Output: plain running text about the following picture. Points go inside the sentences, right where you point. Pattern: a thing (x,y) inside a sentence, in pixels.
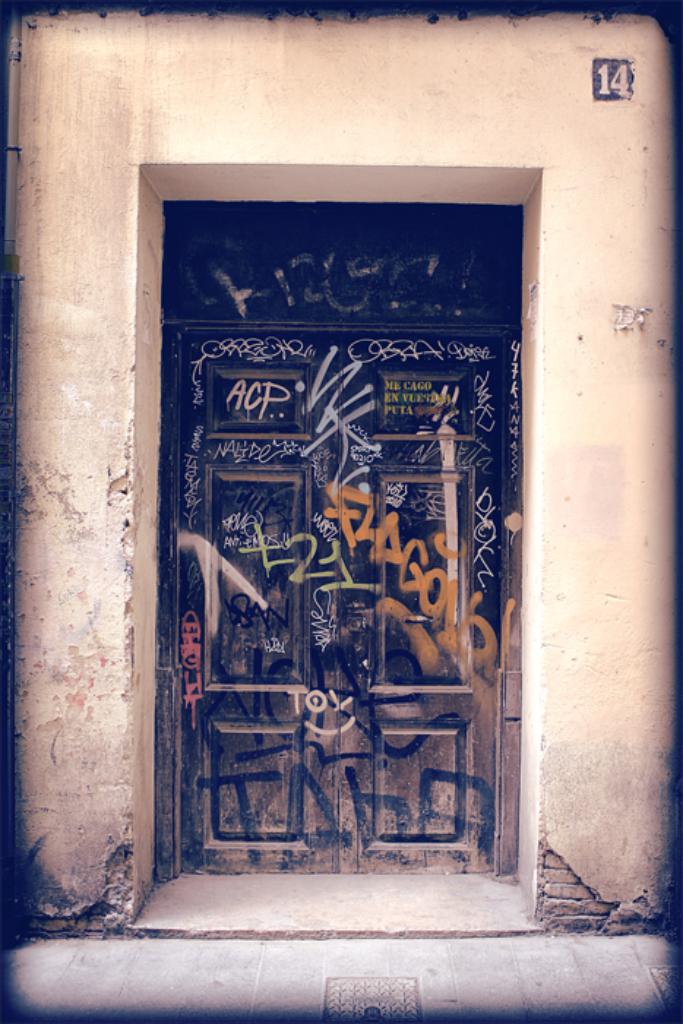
In this image there is a wall (593,450) having a door (315,608). On the door (351,607) there is some text (266,566) painted. Bottom of the image (191,959) there is a floor (142,979).
